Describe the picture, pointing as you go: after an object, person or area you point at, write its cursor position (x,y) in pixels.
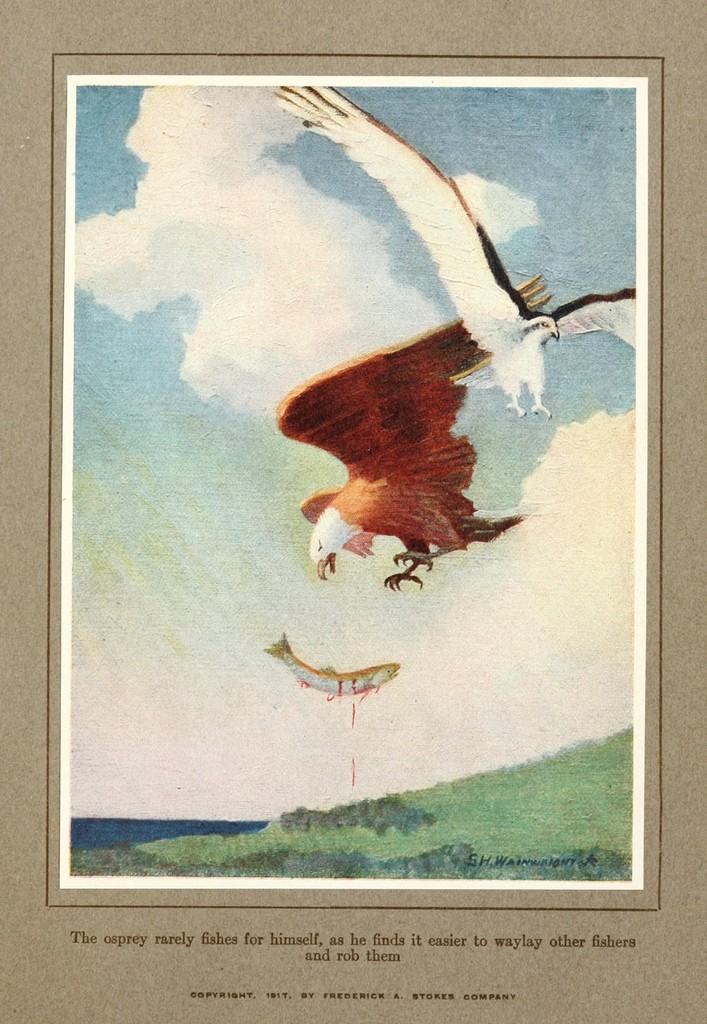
In this image I see a picture (361,194) on which there are 2 birds (434,415) and a fish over here and I see the land (408,804) and I see the sky (337,470) and I see the watermark (513,864) over here and I see something is written over here.
